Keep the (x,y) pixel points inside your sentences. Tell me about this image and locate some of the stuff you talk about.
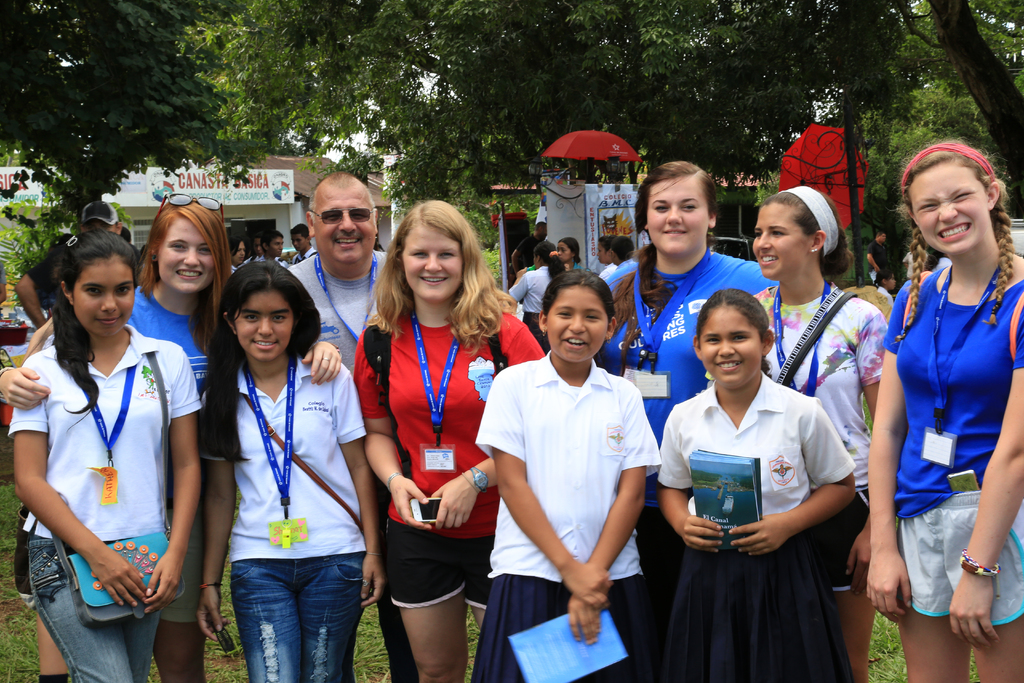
In this image we can see group of persons (979,437) standing on the ground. In the background (472,176) there is umbrella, building (250,215), persons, trees (260,100) and sky (367,150).
